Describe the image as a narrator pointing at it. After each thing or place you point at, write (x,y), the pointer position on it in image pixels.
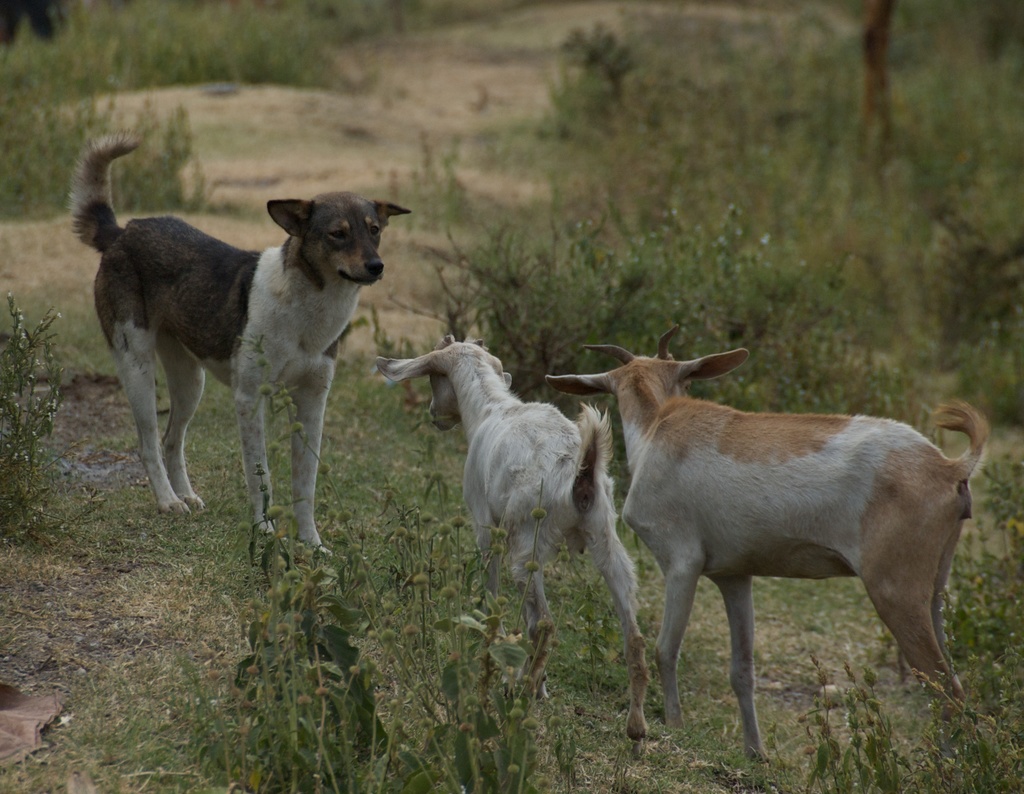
In this picture we can see one dog (299,276) and two goats (565,530) are standing on the grass (409,495), beside there are some trees (11,509).
